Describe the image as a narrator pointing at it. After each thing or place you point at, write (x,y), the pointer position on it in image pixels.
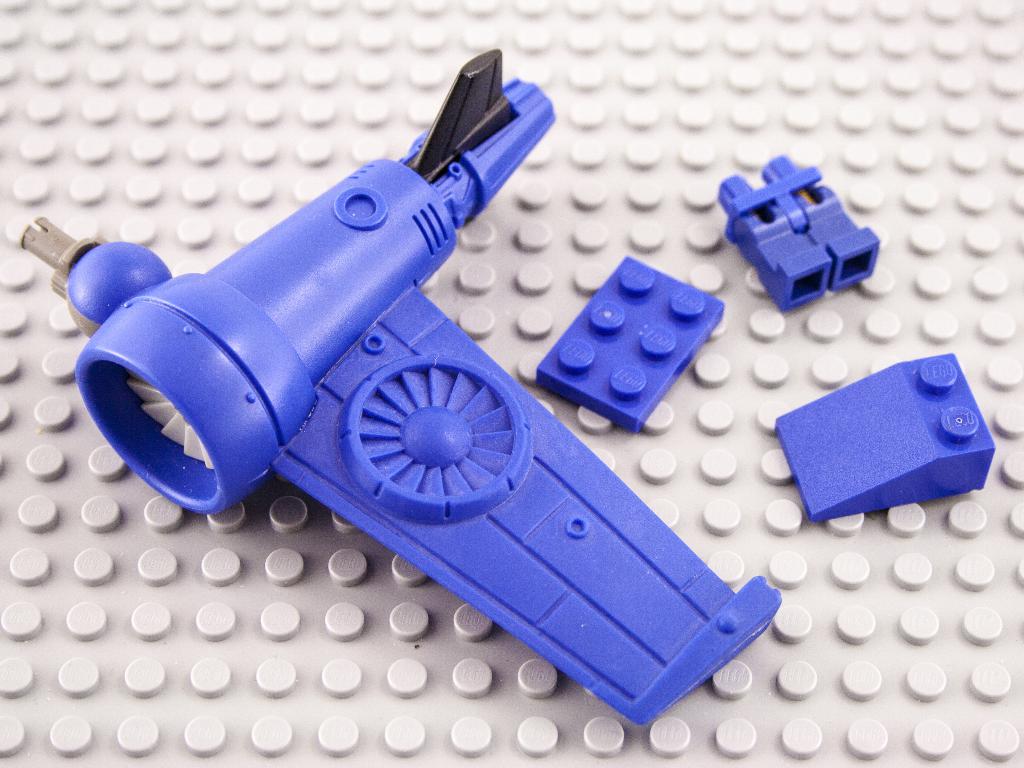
In the image we can see the Lego toys (416,313), blue in color and the Lego toys (358,325) are kept on the white surface (247,194).
